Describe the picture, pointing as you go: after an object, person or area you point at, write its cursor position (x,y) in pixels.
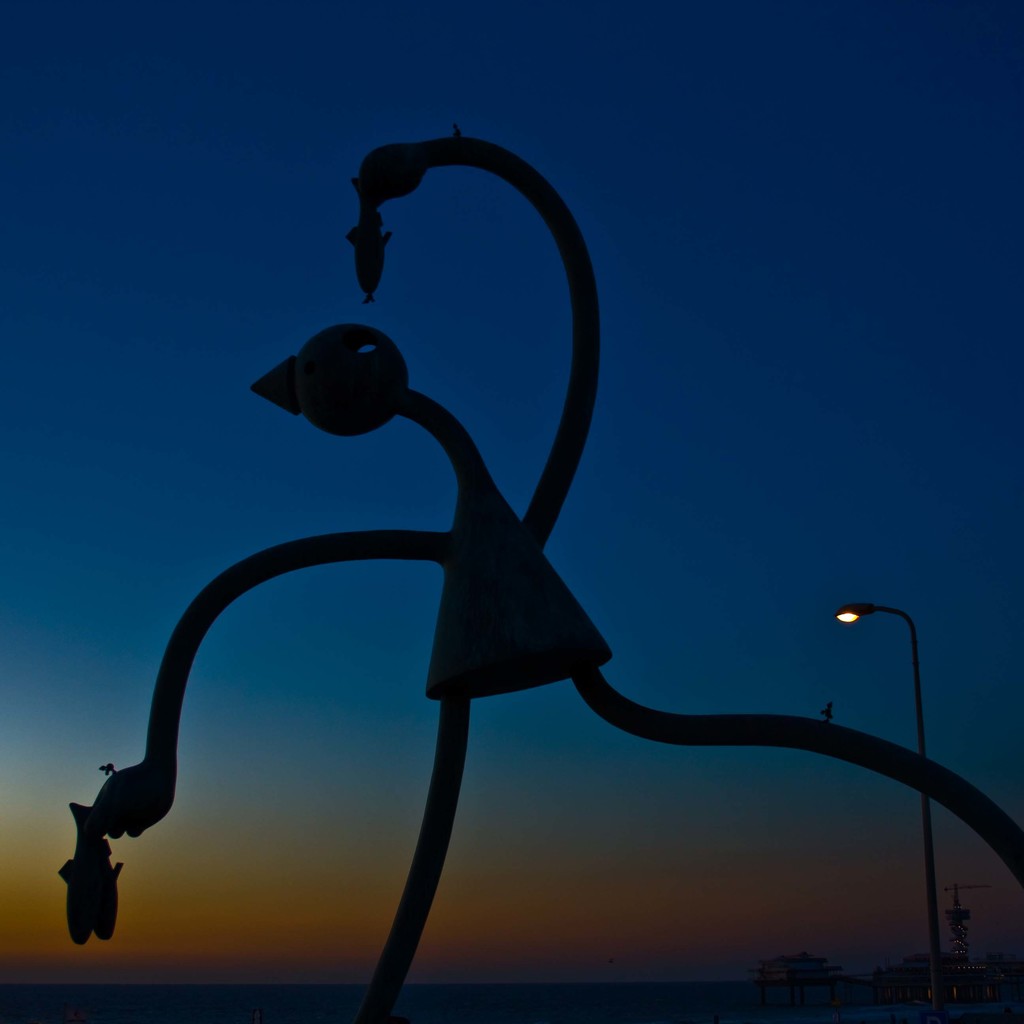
In this image we can see the sky (834,299). There a metallic craft (471,576) in the image. There is a street light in the image.
